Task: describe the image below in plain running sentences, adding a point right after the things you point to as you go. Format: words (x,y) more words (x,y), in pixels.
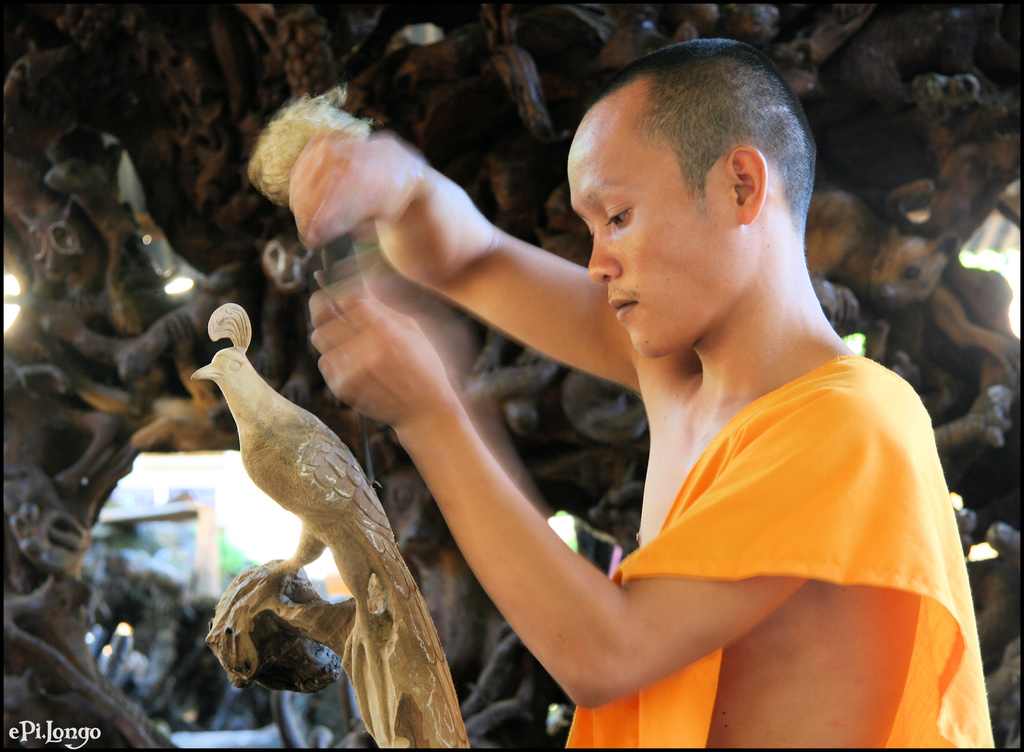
In the image we can see a person (745,474) wearing clothes (803,504) and here we can see the sculpture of the bird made up of wood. We can even see the background (29,241) is slightly blurred and on the bottom left (29,736) we can see the watermark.
